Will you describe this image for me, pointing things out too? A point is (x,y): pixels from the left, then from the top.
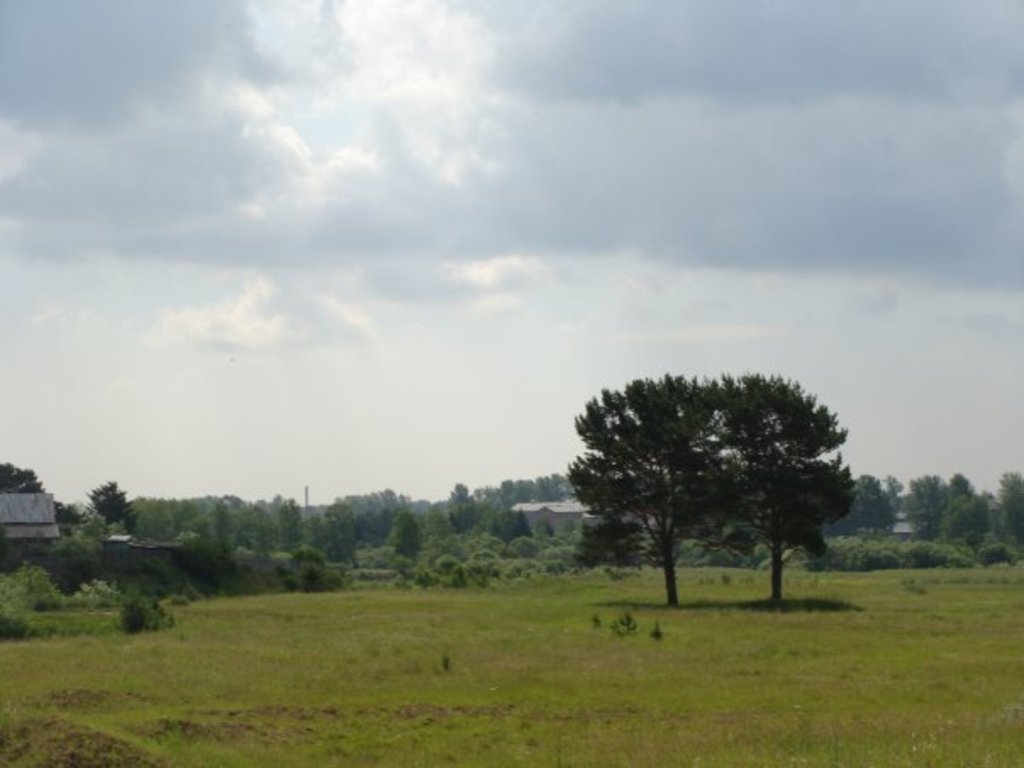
In the foreground of this image (395,700), there is grassland (685,580), trees (641,554), few buildings (562,517), sky (532,257) and the cloud (782,249).
